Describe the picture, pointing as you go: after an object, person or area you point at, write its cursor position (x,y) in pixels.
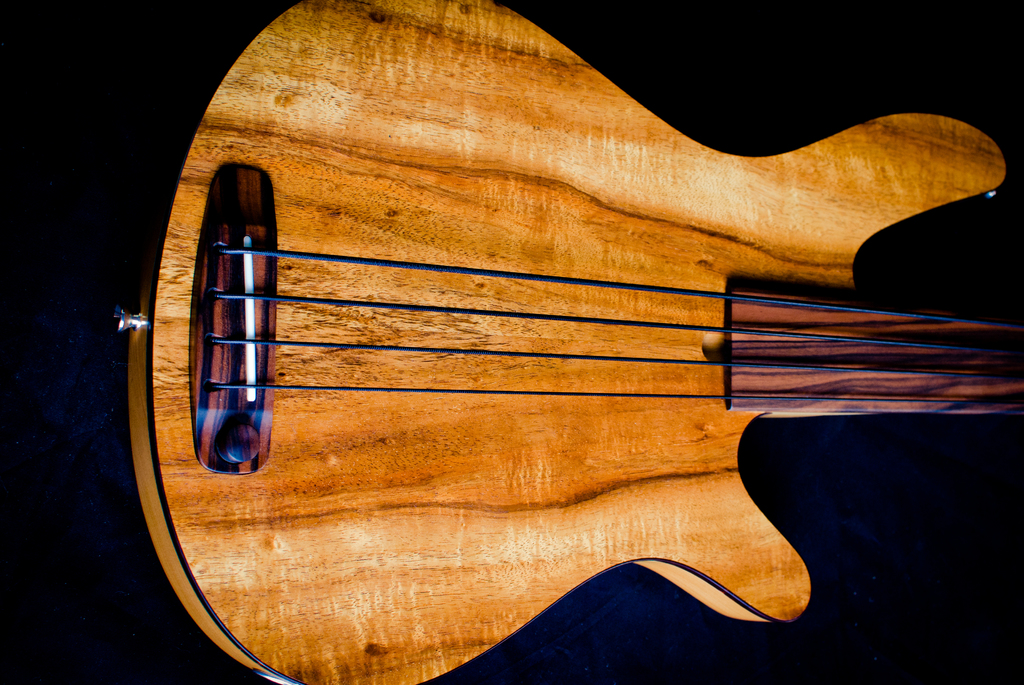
In this image, there is a music instrument (289,192) which is in yellow color, And there are some strings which are in black color, And in the background (786,100) there is a black color wall (603,48).
